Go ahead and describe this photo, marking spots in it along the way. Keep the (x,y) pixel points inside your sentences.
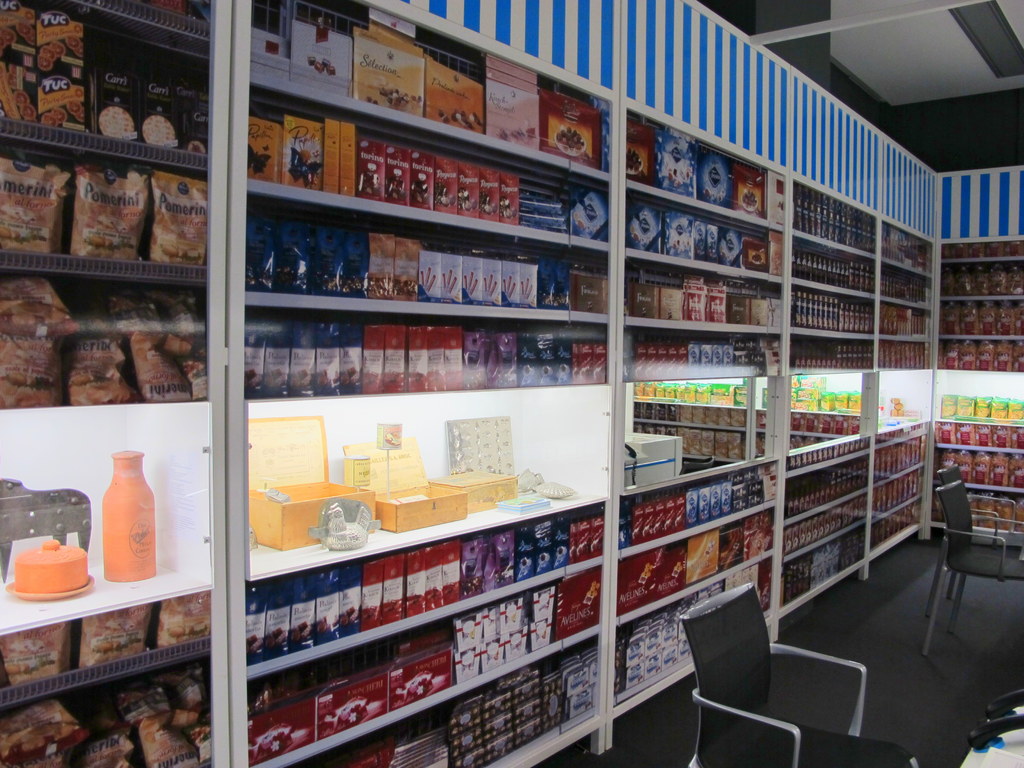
In this picture, we see the racks (124,15) in which packets (107,75), cans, cool drink bottles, boxes (291,144), bread packets (737,410) and some other items (556,495) are placed. At the bottom (795,733), we see a chair (737,730). Beside that, we see an object (993,760) in white color. On the right side (992,523), we see the chairs (1004,571). At the top (934,69), we see the roof (878,73) of the building (812,68). This picture might be clicked in the mart (625,431).
